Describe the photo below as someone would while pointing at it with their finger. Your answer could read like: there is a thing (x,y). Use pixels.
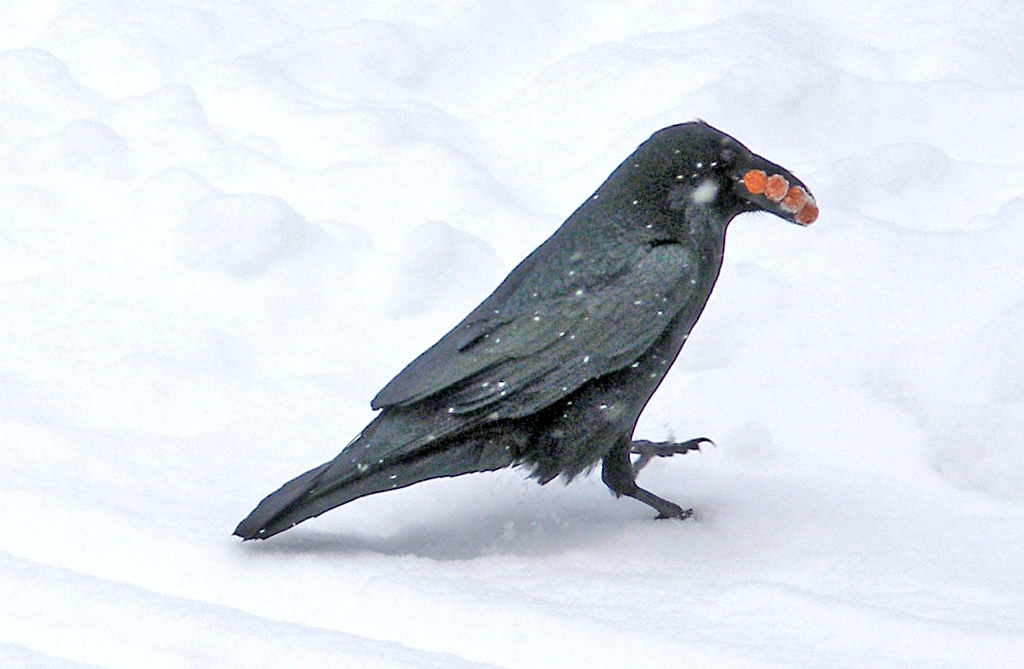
In this picture I can see there is a crow (629,444) and it has some food (807,215) in the beak (760,206) and it has black feathers (557,314) and there is snow (732,616) on the floor (542,645).
